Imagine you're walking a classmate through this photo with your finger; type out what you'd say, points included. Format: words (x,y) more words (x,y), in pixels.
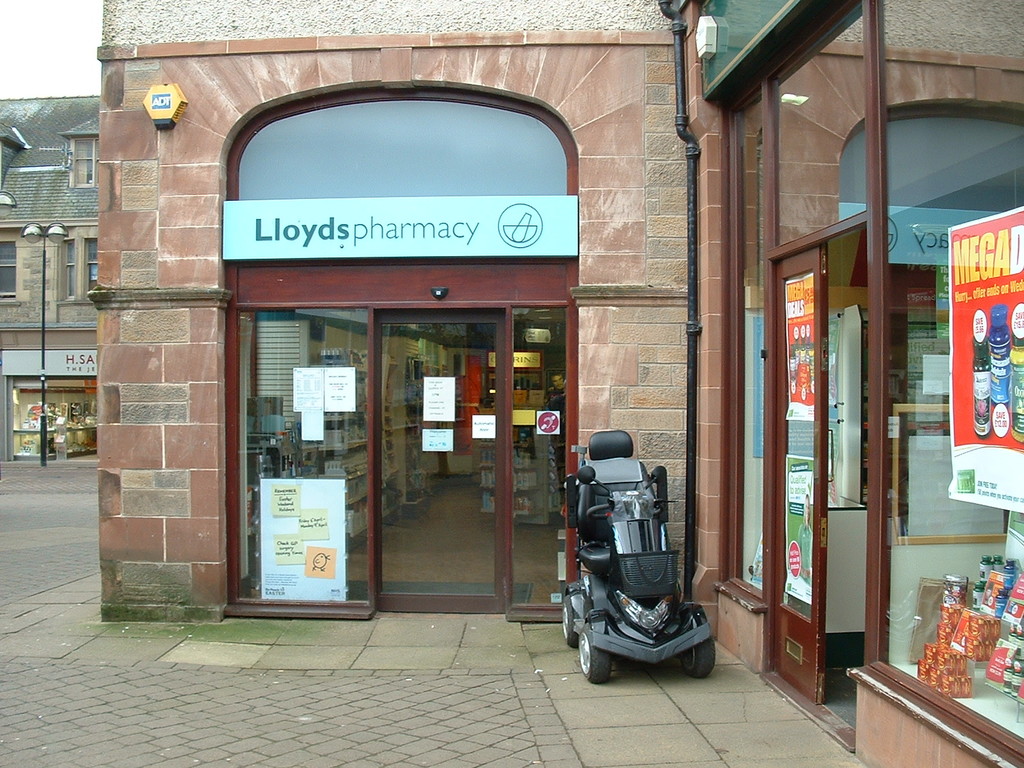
There is a pharmacy store (652,382) and there is a vehicle (632,565) in front of it and there is a building (51,261) in the left corner (33,266).
